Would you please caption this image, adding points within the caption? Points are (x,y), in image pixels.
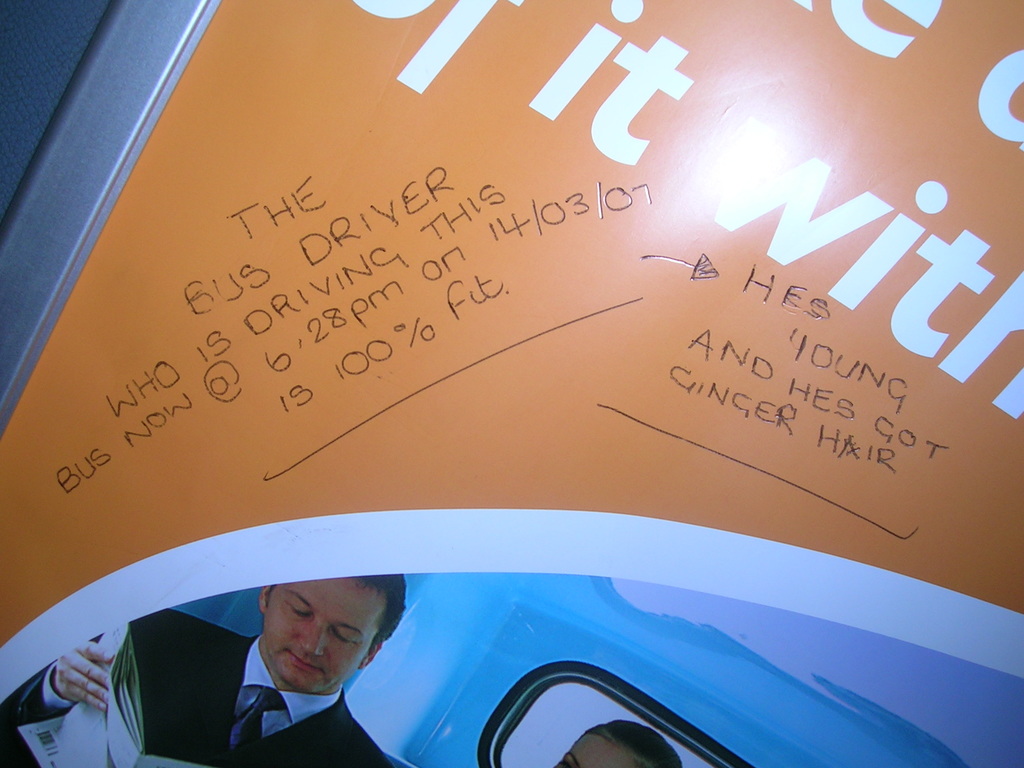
In this image I can see an orange and blue colour thing (623,496), on it I can see something is written and here I can see two persons (266,620). I can also see he is wearing formal dress (177,651) and I can see he is holding few papers (133,736).
